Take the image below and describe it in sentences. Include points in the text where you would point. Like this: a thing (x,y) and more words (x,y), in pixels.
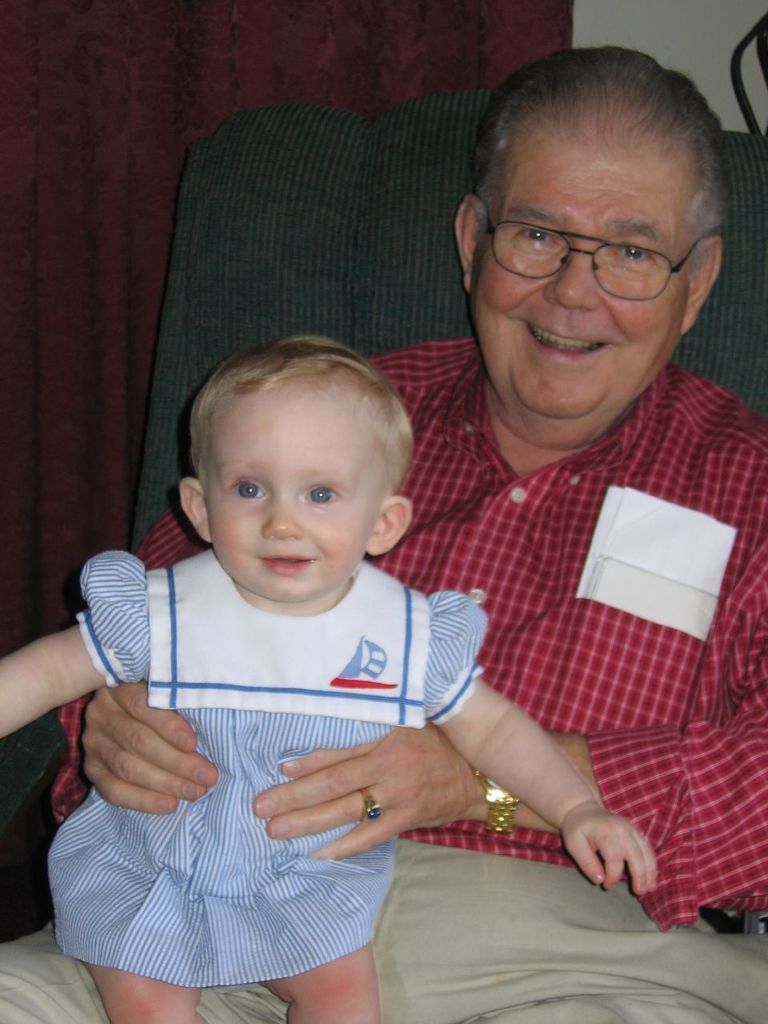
In the image there is an old man (619,367) with red check shirt (600,673) and cream color pant (543,956) sitting on chair (410,250) and holding a baby (237,663) in blue and white striped dress (328,704), in the back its wall (739,27).
